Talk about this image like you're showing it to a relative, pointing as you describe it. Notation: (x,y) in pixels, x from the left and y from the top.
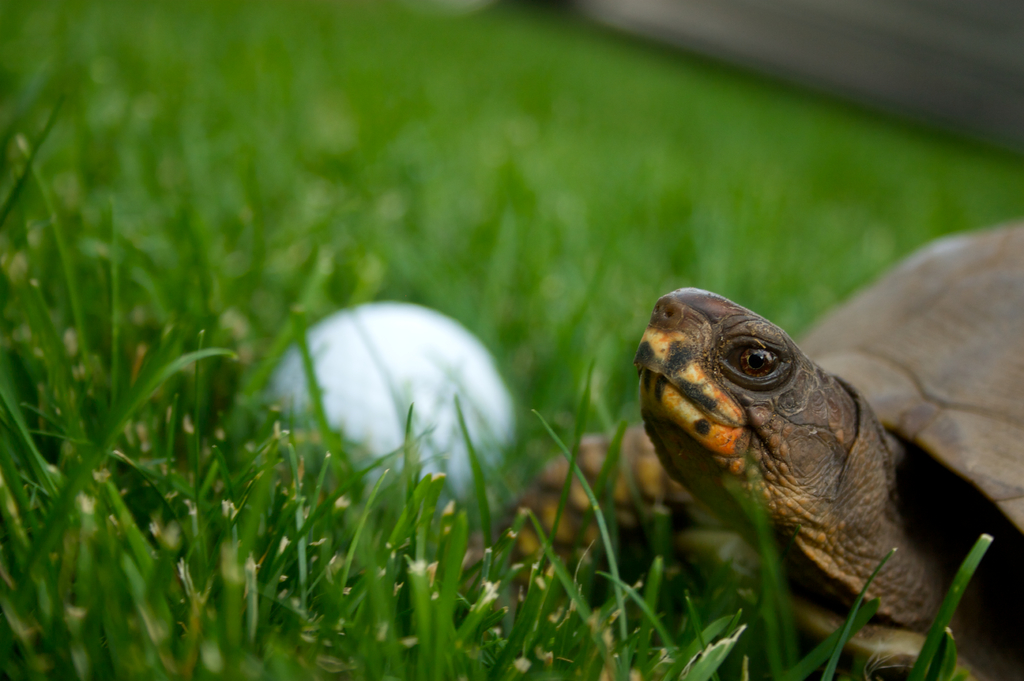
In this image there is a tortoise (647,425) and a white color object (436,397) is on the grassy land (643,195) as we can see in the bottom of this image (507,499).
